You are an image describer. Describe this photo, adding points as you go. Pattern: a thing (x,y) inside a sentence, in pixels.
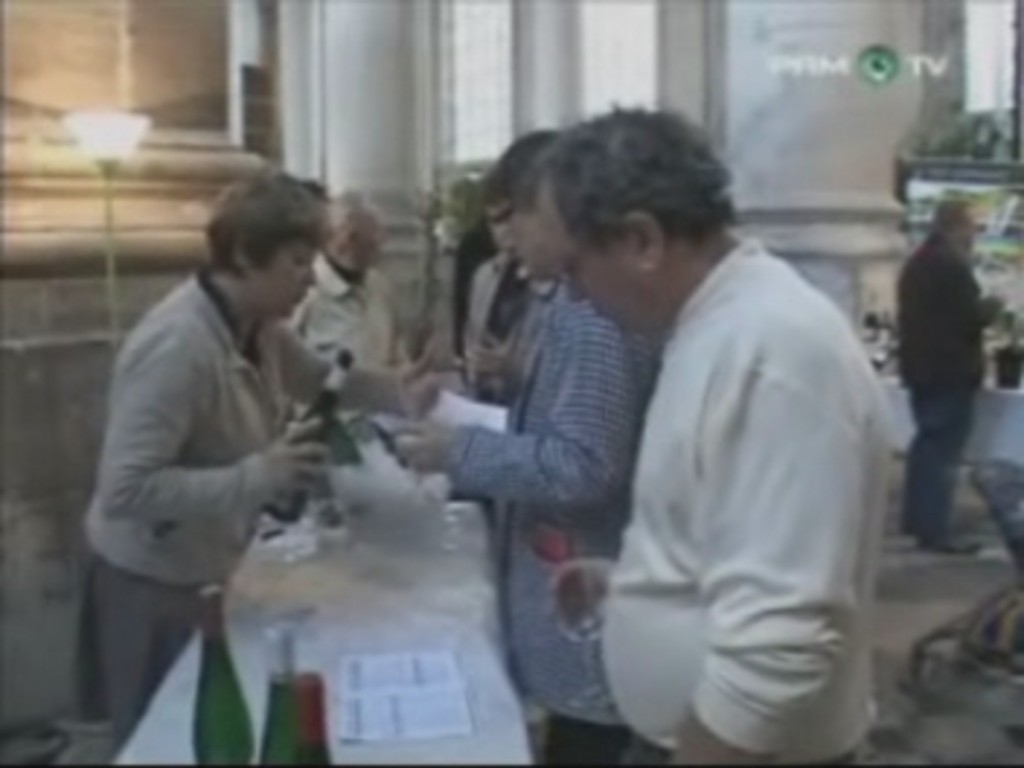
In this picture we can see some people (261,448) are standing in front of a table (439,739), there are some bottles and papers (421,717) present on the table (403,594), on the left side (113,179) there is a lamp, in the background (920,305) we can see another person (967,279), a man (798,436) in the front (718,555) is holding a glass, a person (199,382) on the left side (271,422) is holding a bottle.
